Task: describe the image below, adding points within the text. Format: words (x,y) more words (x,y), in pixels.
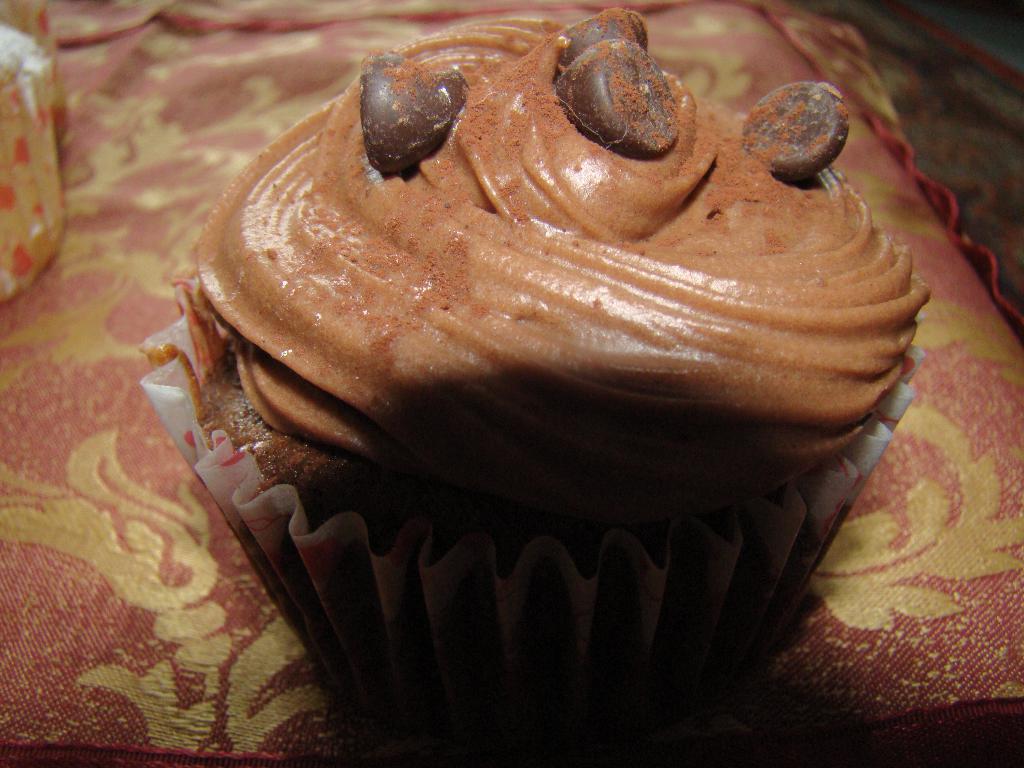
In this image there is a cupcake (408,532) in a cupcake paper (473,608). On the cupcake (323,462) there is the cream (416,323) frosted. There are chocolate chips (630,77) on the cream (458,260). At the bottom (48,534) there is a cloth (944,422).
